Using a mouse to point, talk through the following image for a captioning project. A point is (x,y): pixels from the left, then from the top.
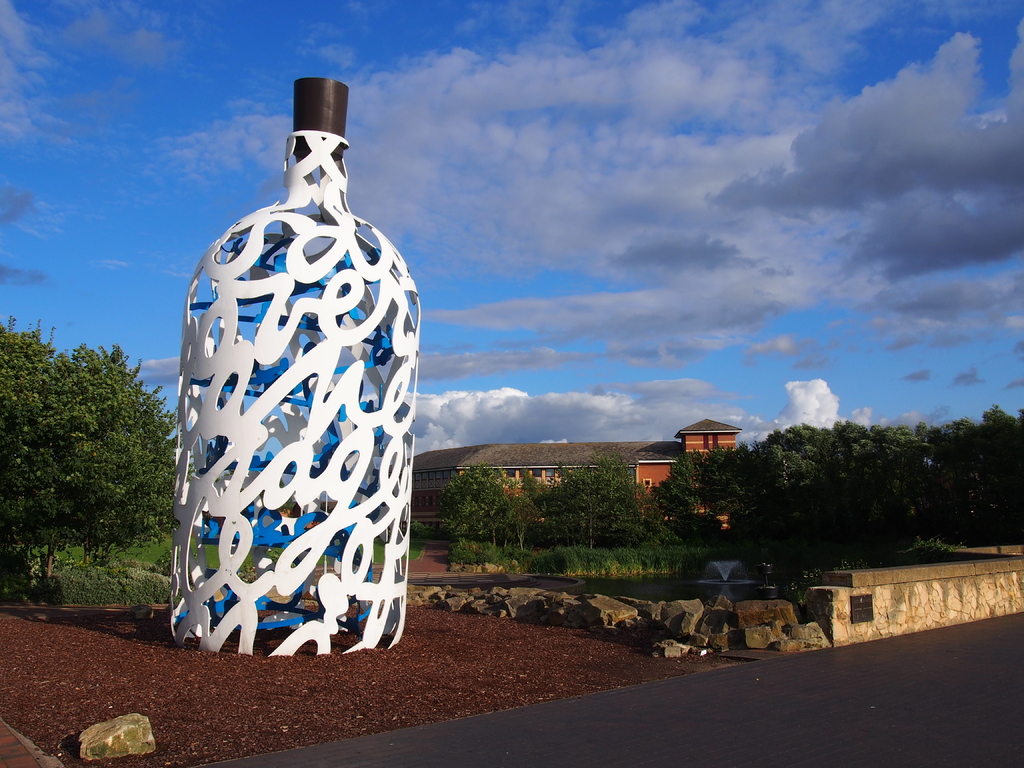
In this image we can see a large vase (341,475) with a lid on it placed on the ground (374,668). We can also see the road (762,700), fence (853,608), some stones (753,609) and a fountain (714,574). On the backside (561,540) we can see a group of trees (648,532), plants (512,563), a house (553,484) with roof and windows (548,469) and the sky (614,254) which looks cloudy.
